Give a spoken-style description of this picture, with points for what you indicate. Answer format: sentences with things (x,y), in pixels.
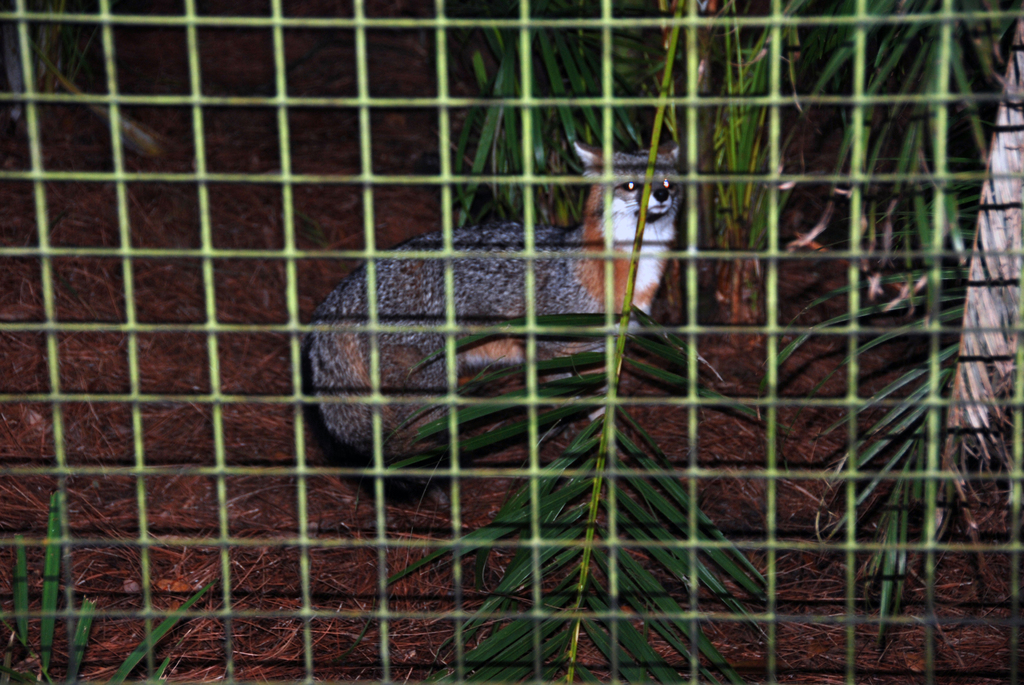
In this image, I can see an animal (507,336) and there are plants (590,85). In front of the animal (499,354), I can see the fence (519,330).
